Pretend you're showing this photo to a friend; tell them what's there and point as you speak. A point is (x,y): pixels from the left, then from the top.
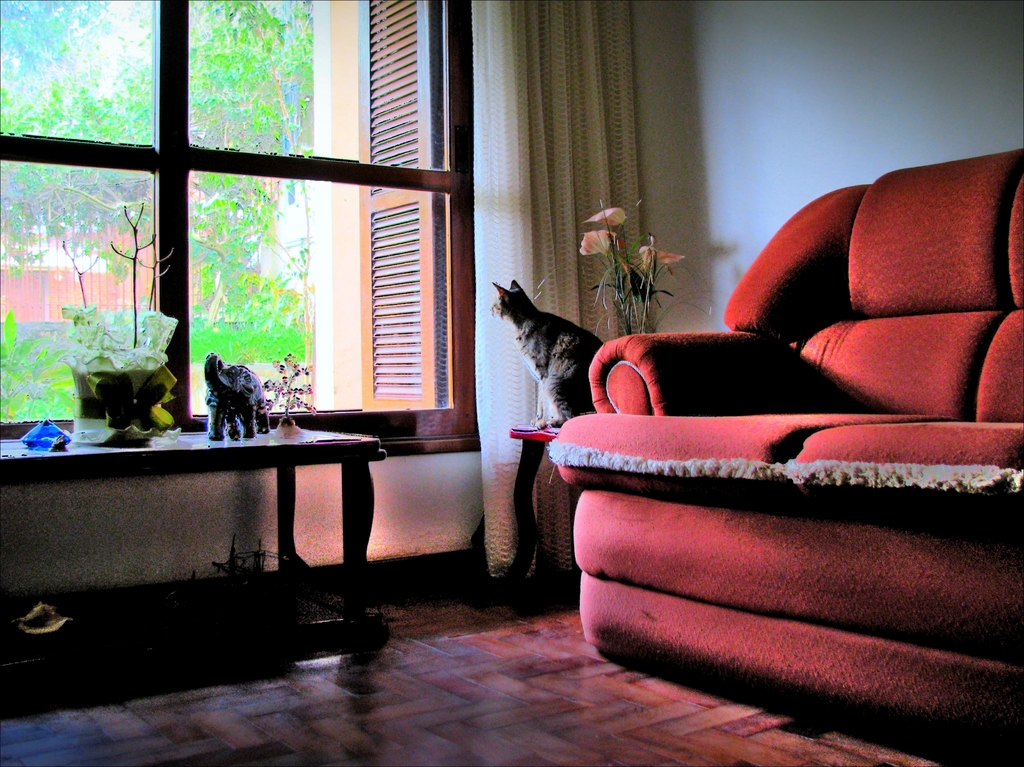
In this image i can see a couch (709,574) a cat (574,364) sitting on a table (532,436), there is a small flower pot (621,261) at right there is a toy elephant (213,383), a flower pot (133,392) on a table (149,453) at the back ground (553,252) i can see a curtain (586,207), a wall (686,135), a window (364,125) and a tree (292,84).
